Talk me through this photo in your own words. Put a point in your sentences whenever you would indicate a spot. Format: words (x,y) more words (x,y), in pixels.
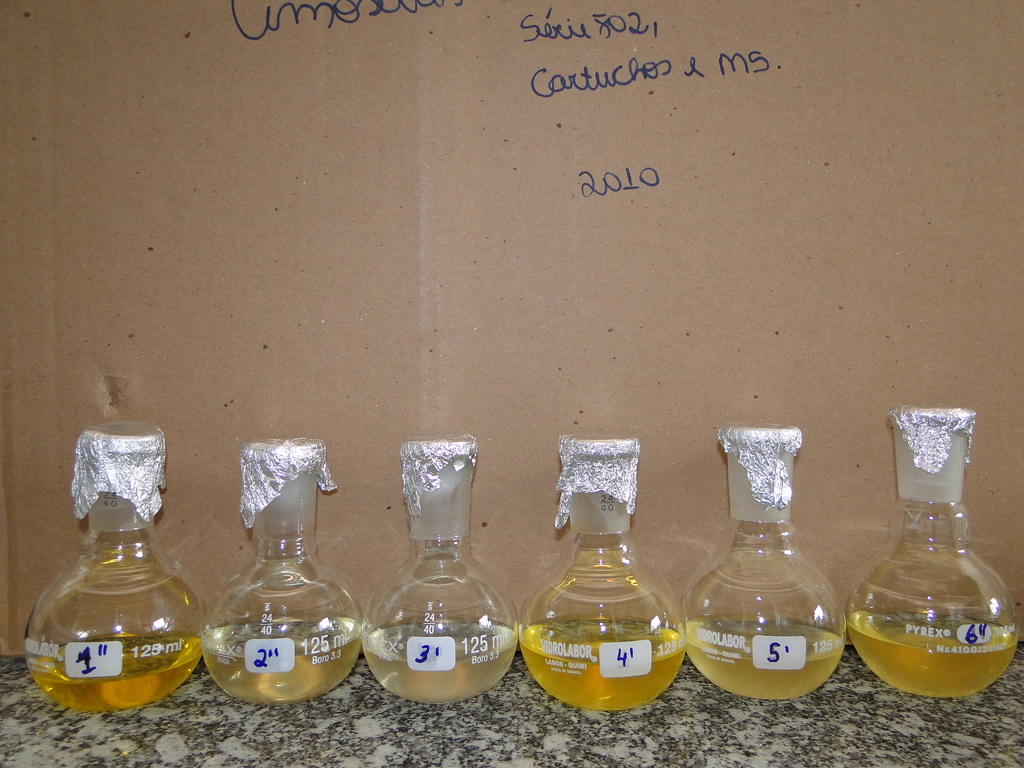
There are six round bottom flask (149,616). One, two, three, four, five, six is written on the flask (976,560). There is something written on the background (332,20). it is looking like carton (734,215).
